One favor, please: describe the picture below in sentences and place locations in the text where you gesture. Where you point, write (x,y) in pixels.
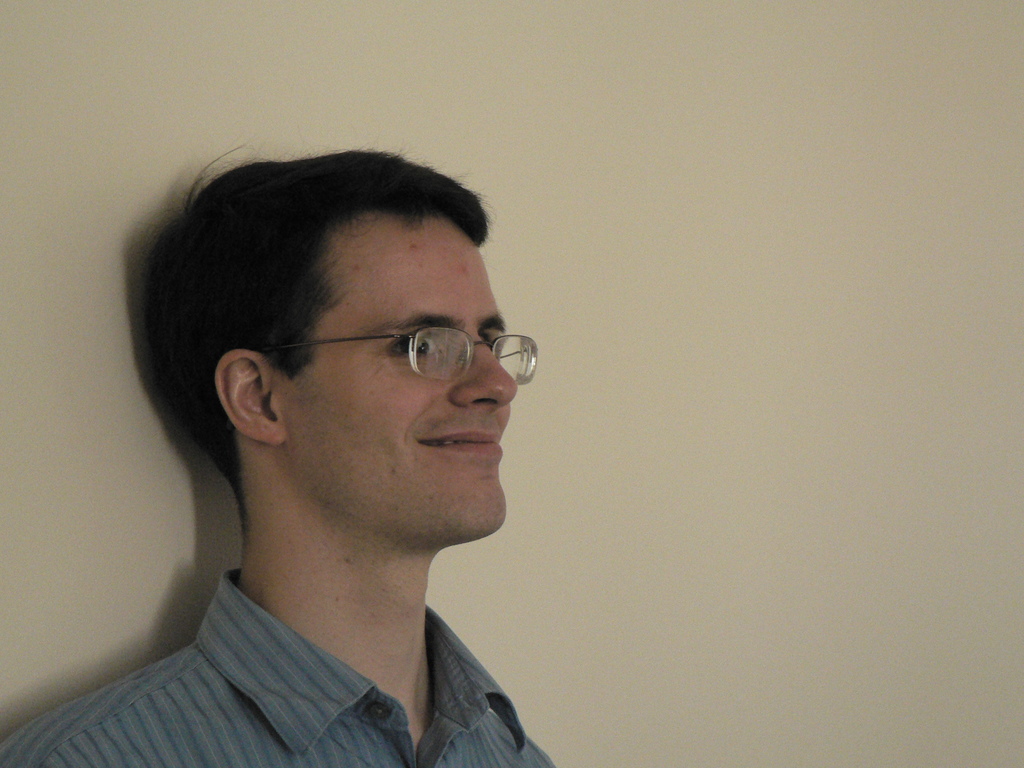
Here in this picture we can see a person (286,461) present over a place (118,671) and he is wearing spectacles (527,376) on him and smiling.
